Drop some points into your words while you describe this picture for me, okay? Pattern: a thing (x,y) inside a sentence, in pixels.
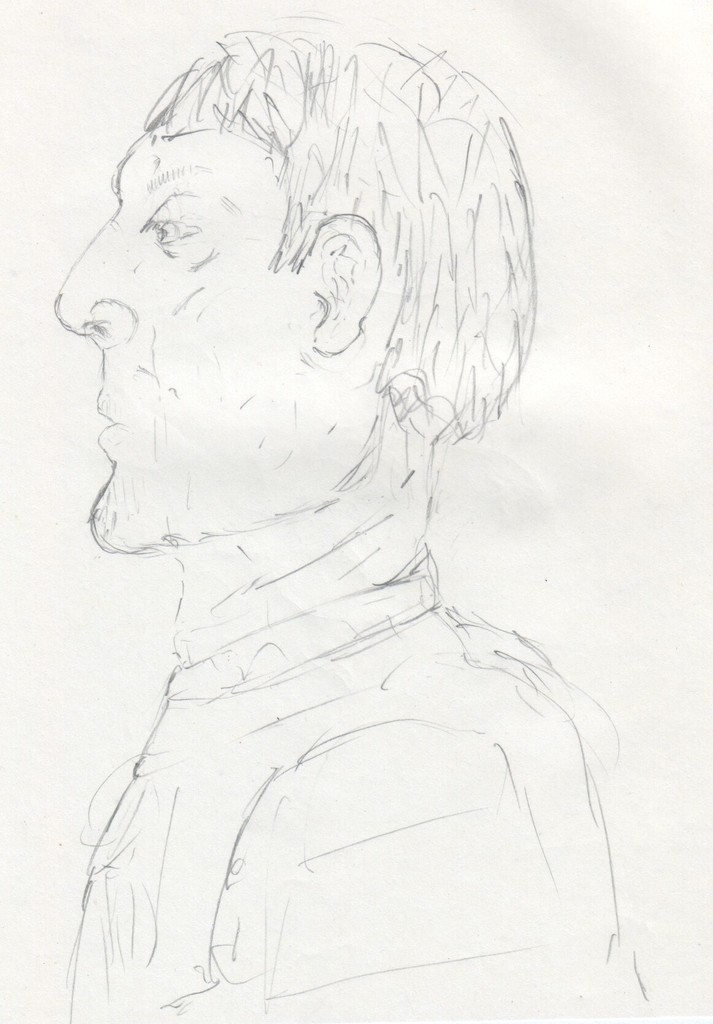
In this image, this looks like a paper (566,674). I think this is the pencil art (333,445) of a person (347,610).
